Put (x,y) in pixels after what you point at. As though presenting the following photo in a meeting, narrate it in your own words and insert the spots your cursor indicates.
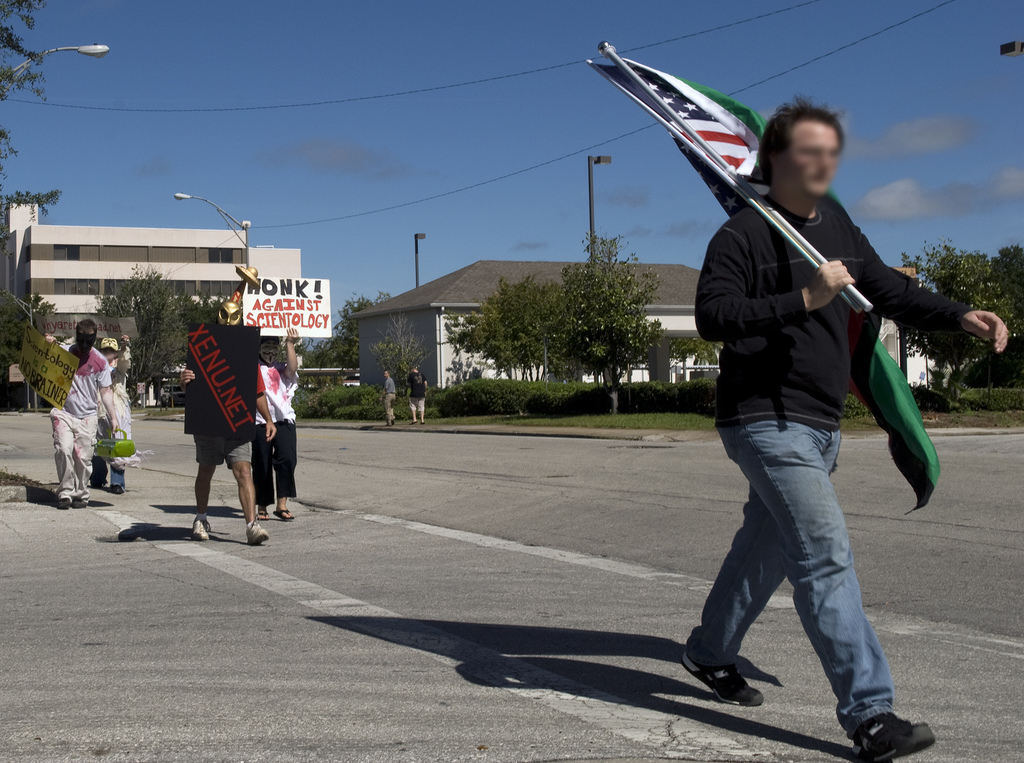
This image consists of few people (270,375) walking on the road (571,463) along with the flags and placards (189,398). At the bottom (390,633), there is a road (314,711). In the background (703,356), we can see trees (46,201) and buildings (409,332) along with poles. At the top (349,111), there is sky (394,87).
